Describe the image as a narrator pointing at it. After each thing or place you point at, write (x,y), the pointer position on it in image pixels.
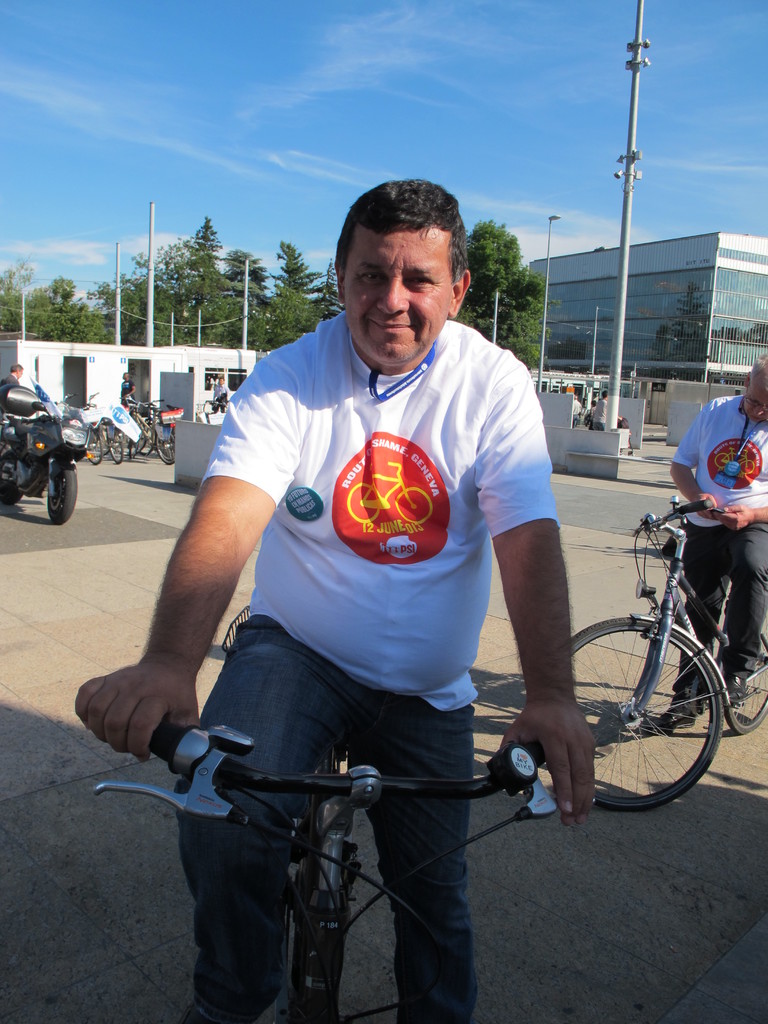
This is a picture clicked outside a city (113,860) in the street (95,530). In the center of the picture (442,376) there is a man (356,479) riding bicycle (336,818). On the right (700,465) there is a man (724,447) on the bicycle (687,656). On the left (51,427) there is a bike (43,450). In the center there are many bicycles (177,417). Sky (232,152) is clear and little bit cloudy. In the center of the image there are poles (614,385) and trees (256,294). On the top right (616,274) there is a building (661,282).
